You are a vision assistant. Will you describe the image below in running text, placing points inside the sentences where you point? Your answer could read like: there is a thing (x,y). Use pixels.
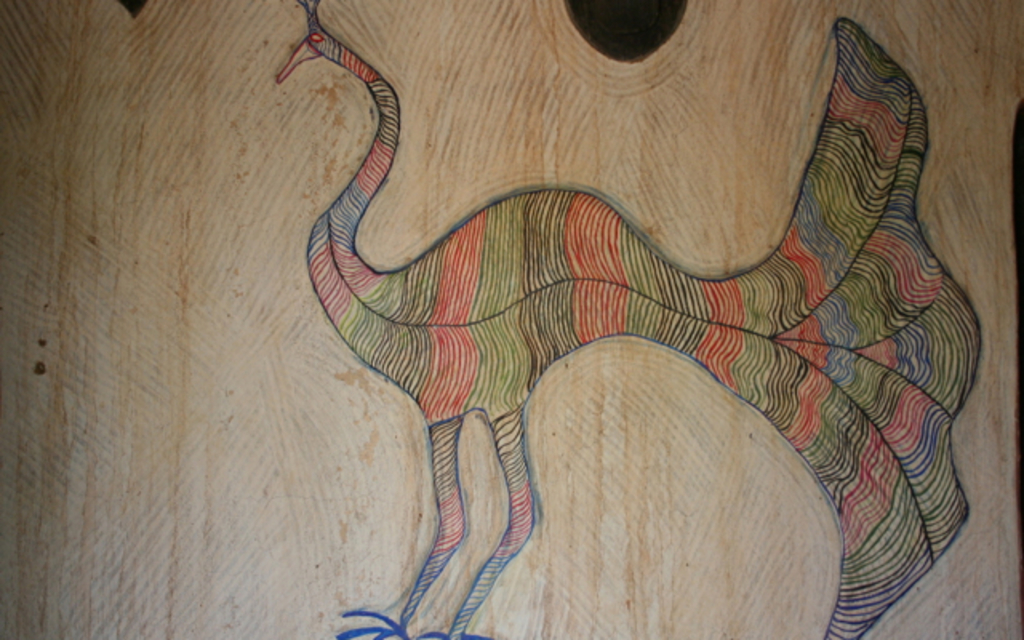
In the center of the image (513,350) there is drawing (523,334).
